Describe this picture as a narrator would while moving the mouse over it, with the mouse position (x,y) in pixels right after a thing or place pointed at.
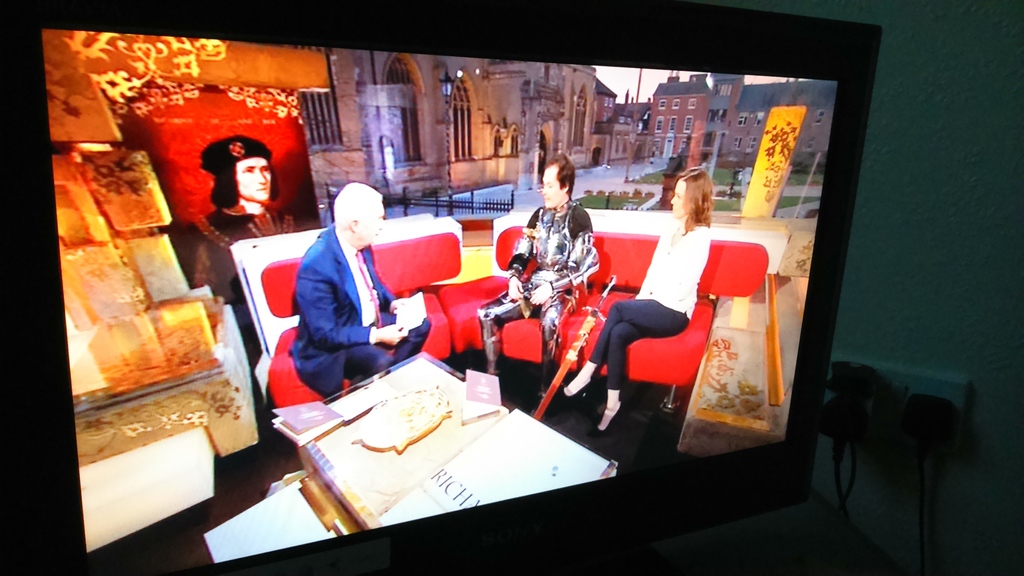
In this picture we can see a television (501,226), in the television (534,280) we can see few buildings (526,167) and group of people (553,303), in front of them we can see few books (372,427) on the table (365,479), on the right side of the image (914,433) we can see a socket (884,428) and few cables (923,476).
